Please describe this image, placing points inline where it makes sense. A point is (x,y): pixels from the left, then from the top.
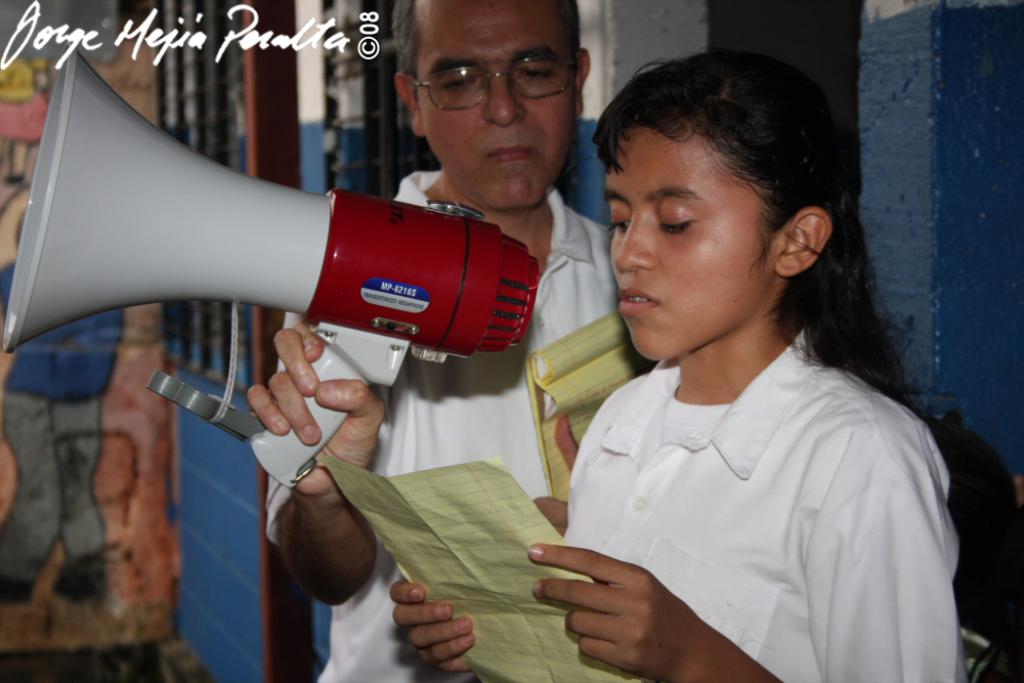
This image consists of a man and a woman (701,516). She is holding a paper (501,565) and reading. The man (304,436) is holding a mic (278,263). In the background (144,630), there are walls (634,51) along with a window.
